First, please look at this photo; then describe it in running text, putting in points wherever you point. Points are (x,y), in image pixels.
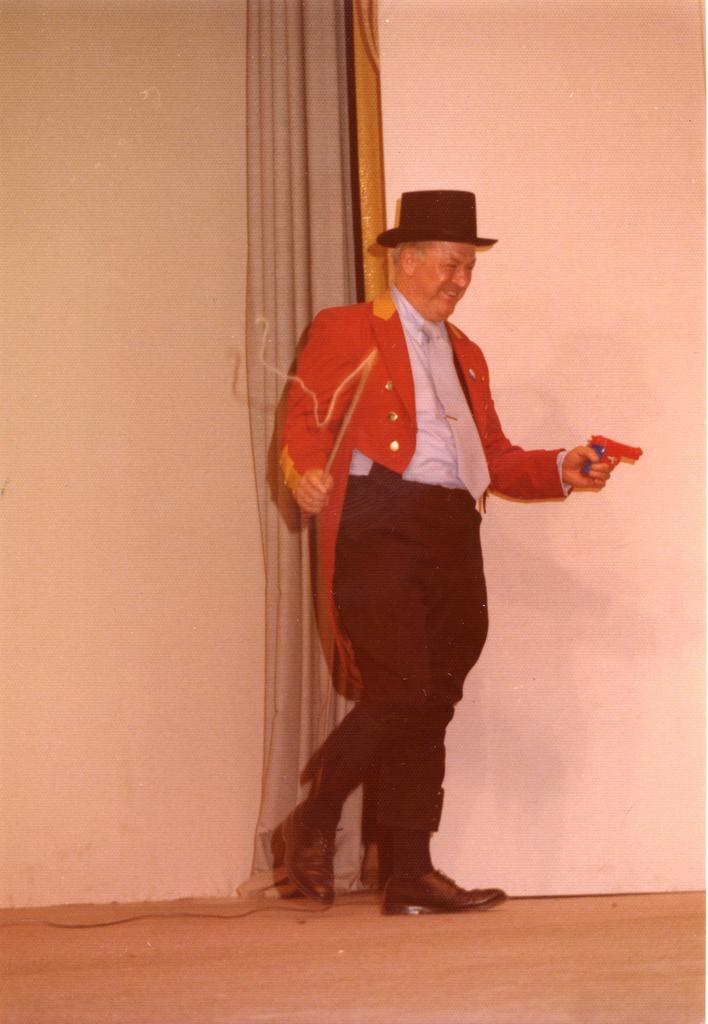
In the picture we can see a man (391,673) standing in the red color blazer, white shirt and wearing a hat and holding a gun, which is red in color and in the behind him we can see a wall (635,657) with a curtain (322,308) which is white in color.
